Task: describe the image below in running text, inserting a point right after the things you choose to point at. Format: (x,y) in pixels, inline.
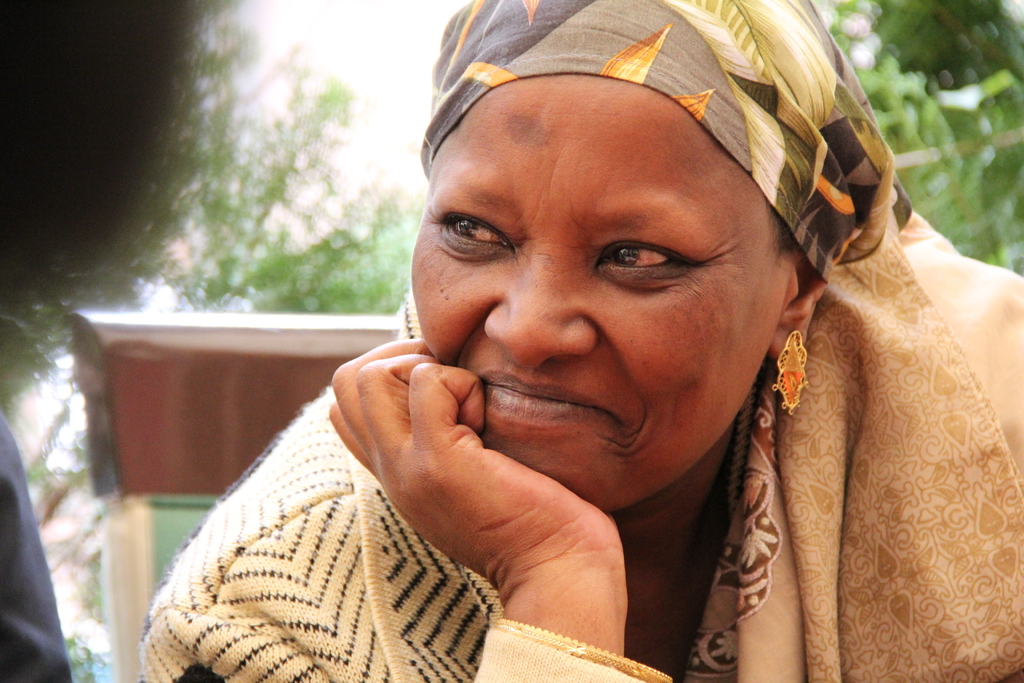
This picture shows a woman (151,638) seated on the chair (257,336) with a smile (531,390) on her face (498,382) and a cloth (780,149) on her head (630,129) and we see trees (962,111) and another woman (47,265) seated on the side.
